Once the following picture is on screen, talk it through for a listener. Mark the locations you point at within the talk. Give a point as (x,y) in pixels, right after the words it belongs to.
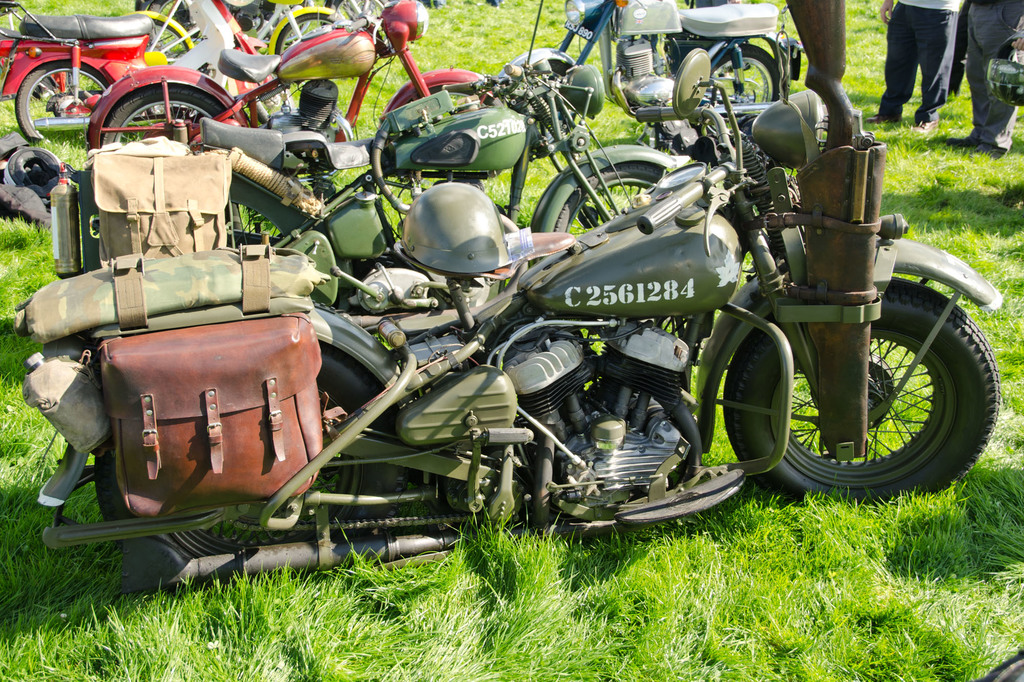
At the bottom of the image (449,638) I can see the grass (640,659). Where I can see many bikes (213,312) placed on the ground (616,563). In the top right (981,56), I can see two persons (945,84) are standing. One person (980,91) is holding a helmet (1013,56) in the hand (1021,41).
